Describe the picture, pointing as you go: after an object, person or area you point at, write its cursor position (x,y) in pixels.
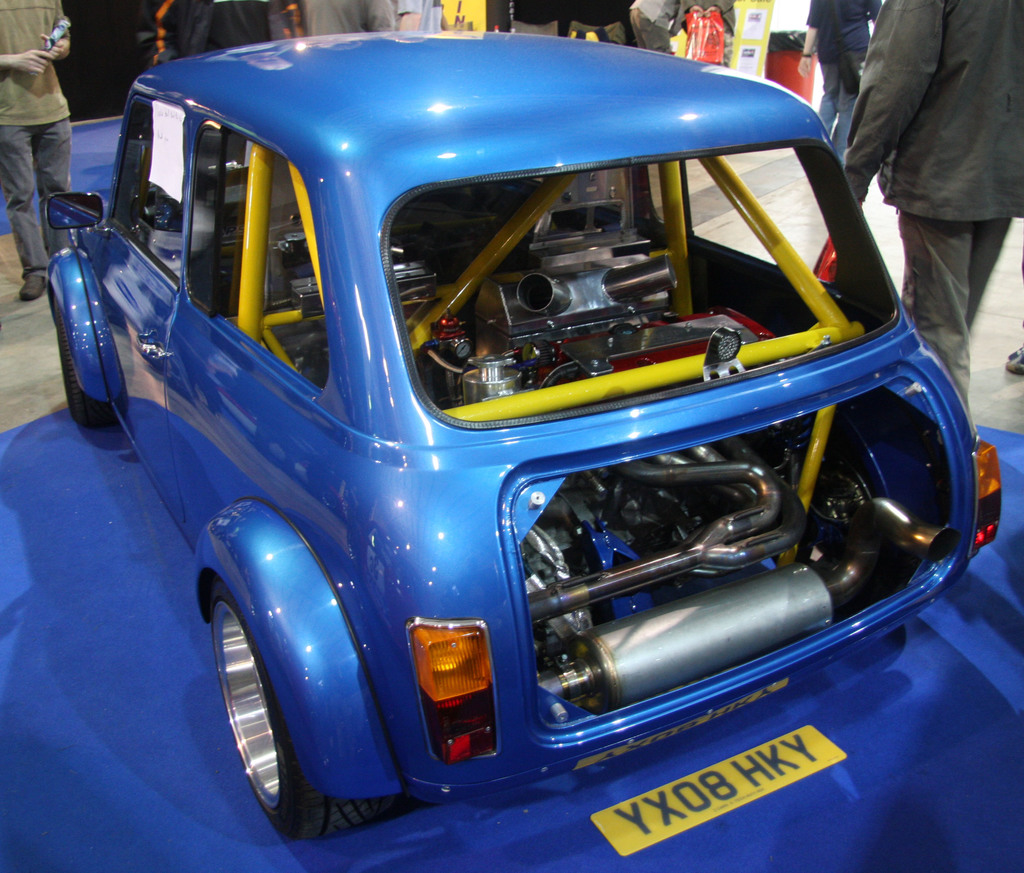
In this image I can see the vehicle (362,482) and the vehicle (544,473) is in blue color. Background (959,301) I can see few persons (963,253) standing and I can also see some object (795,67) in red color.
